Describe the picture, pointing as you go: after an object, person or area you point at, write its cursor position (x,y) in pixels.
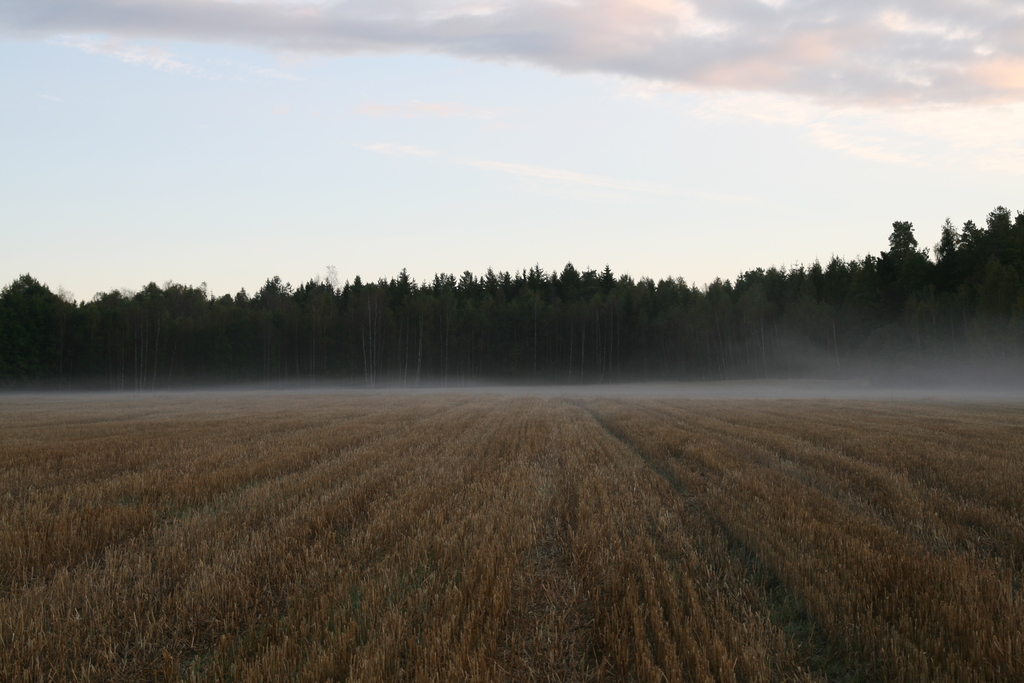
In this image in the front (428,501) there is dry grass (548,505). In the background (259,350) there are trees (643,329) and the sky (800,93) is cloudy.
